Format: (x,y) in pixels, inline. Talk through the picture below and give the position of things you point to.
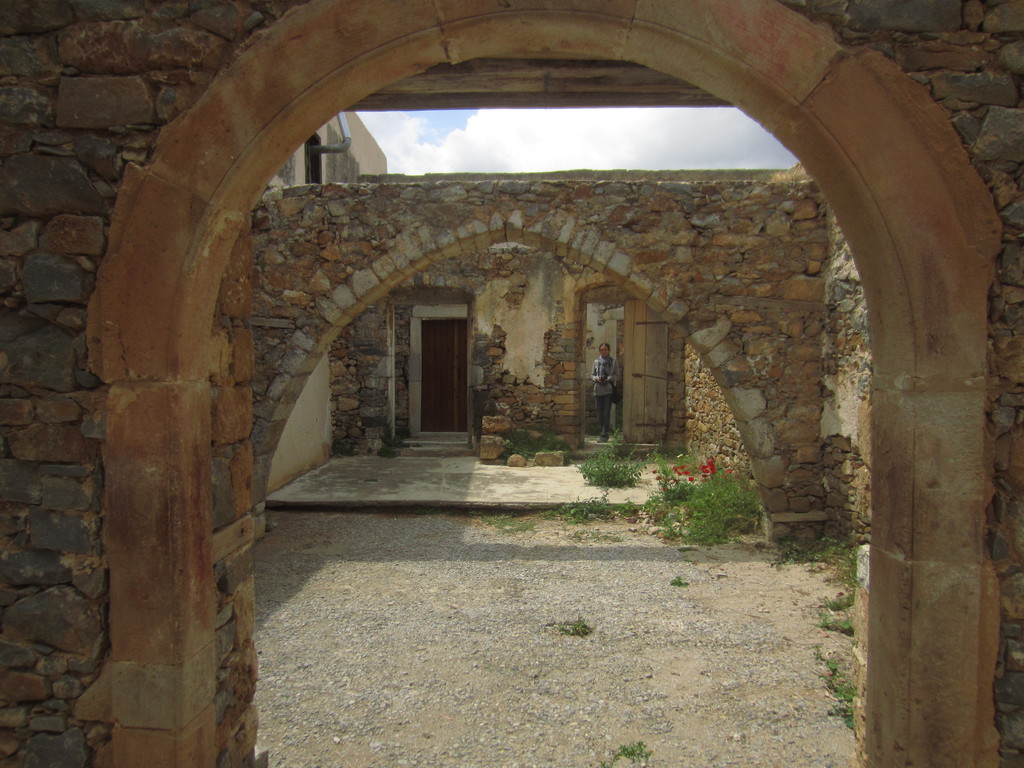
Here in this picture we can see arches (268,166) present on the ground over there and we can see some plants (622,473) and grass (792,555) present on the ground (819,598) and we can see a person (594,375) standing over there and beside them we can see a wooden door (628,390) present and on the left side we can see a door (443,365) closed and we can see clouds (479,165) in the sky (542,133) over there.
